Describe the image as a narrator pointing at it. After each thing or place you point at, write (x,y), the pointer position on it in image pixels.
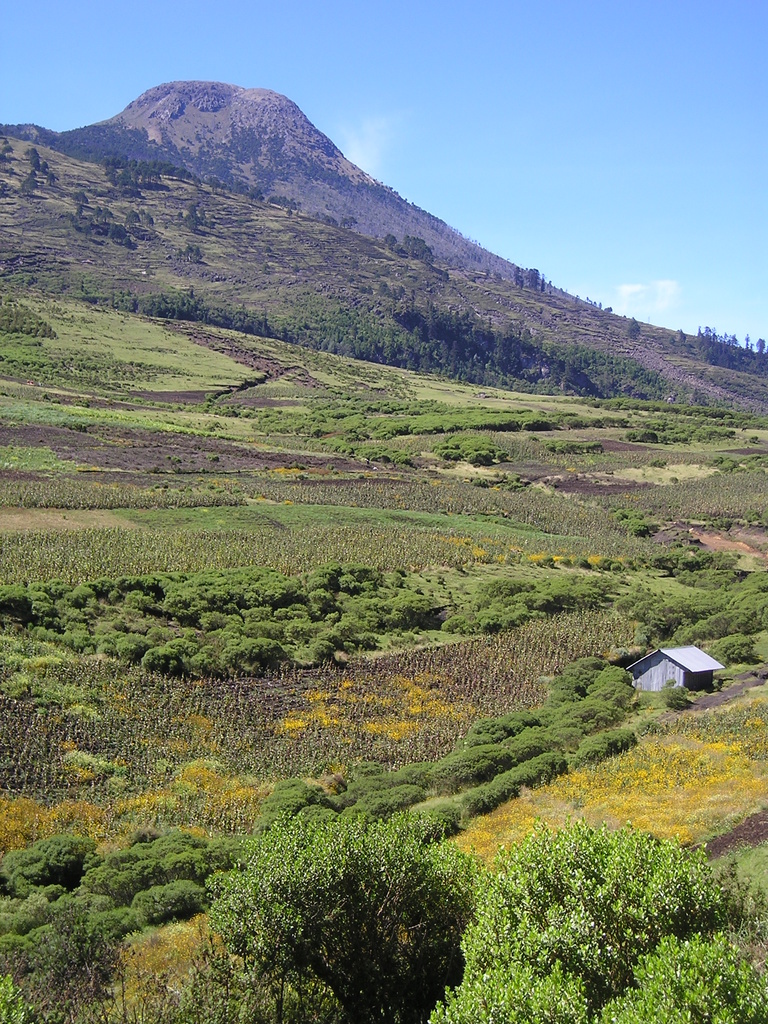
In the image on the ground (522,527) there are many plants (290,690), trees (105,895) and also there is grass (327,381) on the ground (546,397). There is a small hut (675,654) with roofs (688,655) and walls (675,676). In the background (607,373) there are hills (296,219) with trees (130,213). At the top of the image (469,225) there is a sky (380,160).
